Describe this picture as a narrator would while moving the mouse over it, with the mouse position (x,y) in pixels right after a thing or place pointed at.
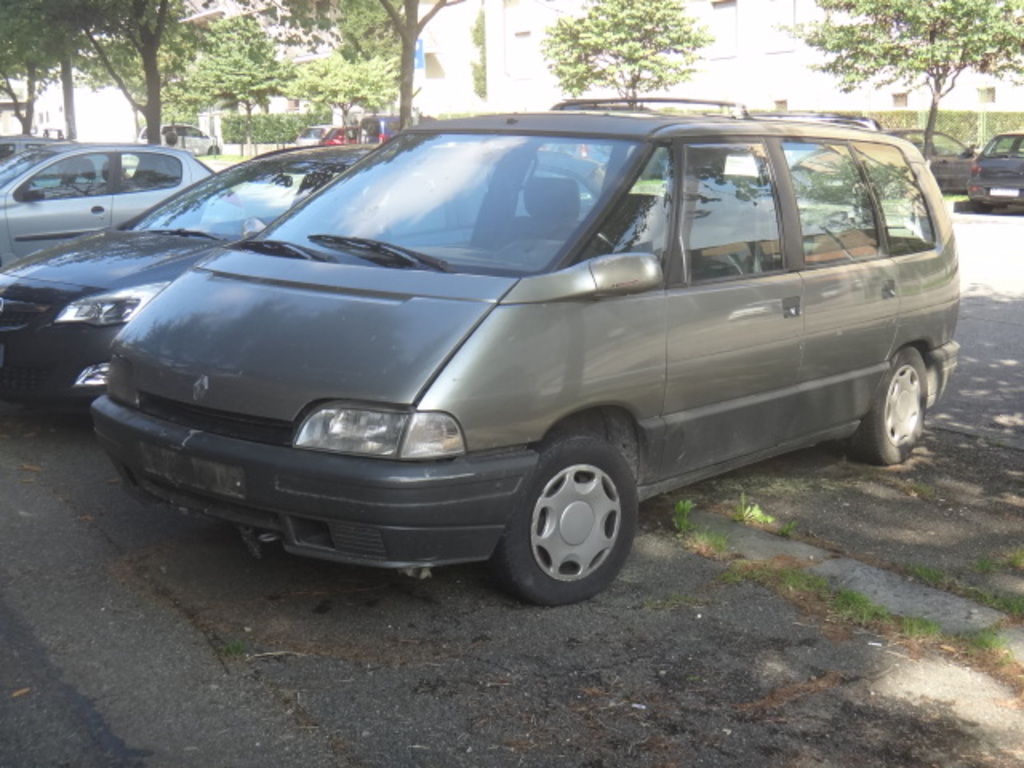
In this image we can see a group of cars (466,454) parked on the ground (641,608). We can also see some grass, a board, a group of trees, plants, a fence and some buildings (492,83).
